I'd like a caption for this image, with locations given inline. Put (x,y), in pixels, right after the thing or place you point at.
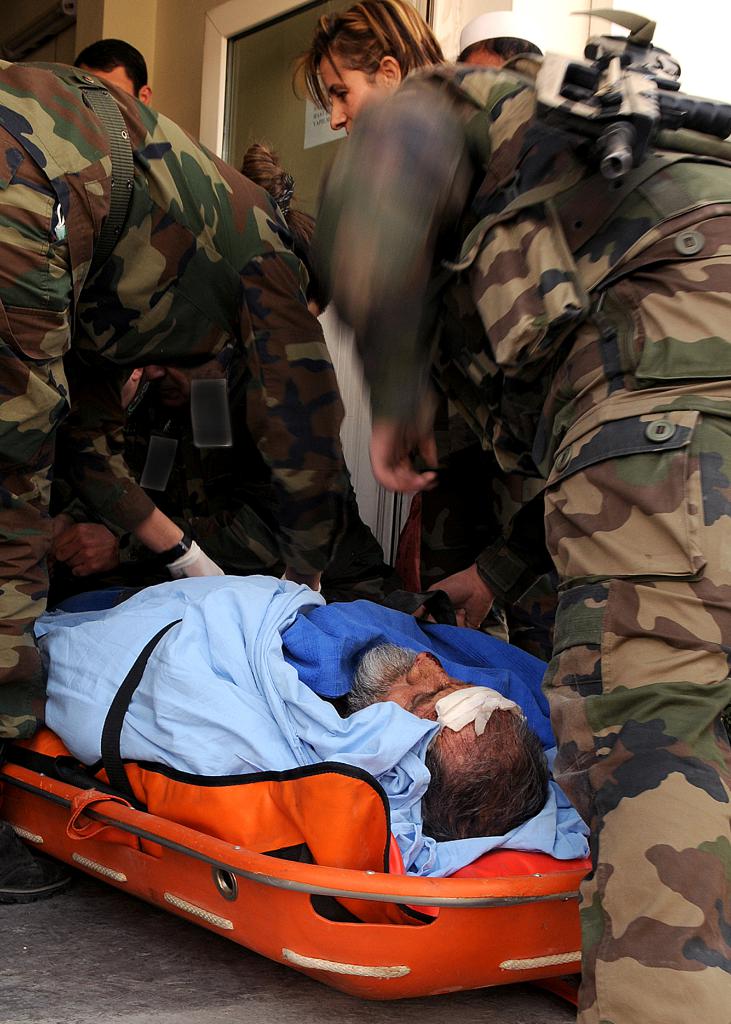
In this image, we can see a group of people (382,285) and guns (563,126). Here a person (451,687) is lying on the bed (211,892). At the bottom (198,976), there is a floor (142,976). Background (257,117) there is a glass door (271,122), sticker (319,121) and wall (159,66).
